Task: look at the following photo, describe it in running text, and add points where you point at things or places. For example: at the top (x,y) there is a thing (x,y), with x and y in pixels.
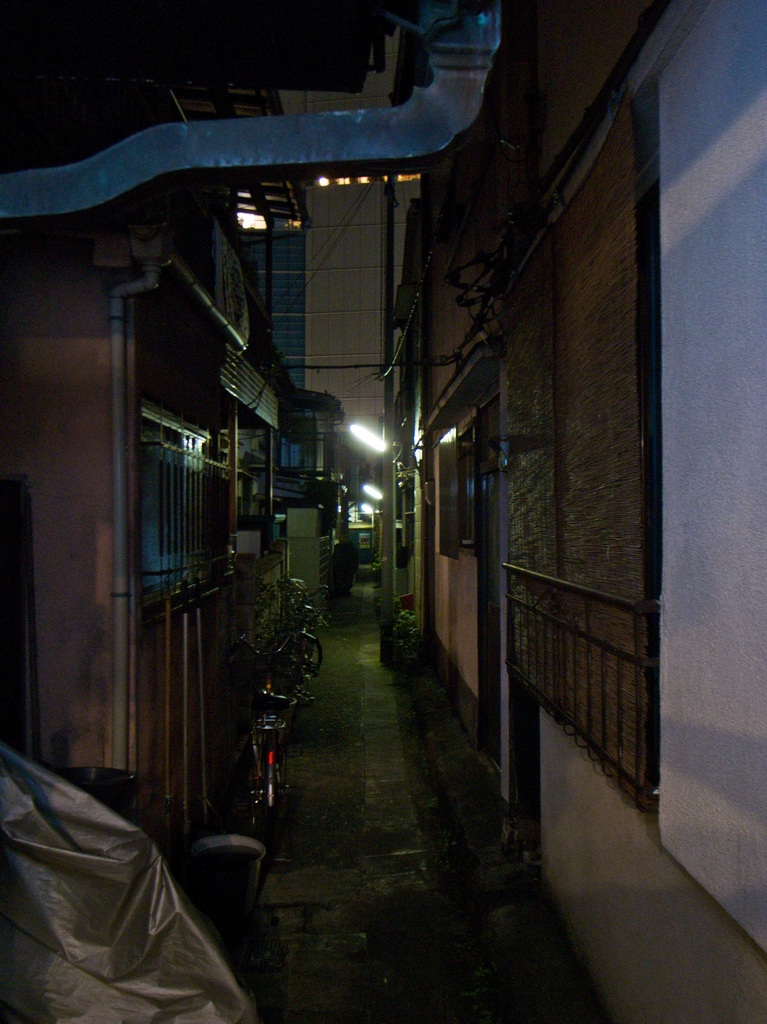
In this picture i can see many bicycle (284,677) which is parked near to the door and windows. On the both side i can see many buildings (466,454) and street lights (364,442). In the center (407,639) there are plants (412,629). In the bottom left corner (1,836) i can see the plastic cover (175,930). At the top (483,13) there is a duct (410,112). Here it's a building (378,302).
